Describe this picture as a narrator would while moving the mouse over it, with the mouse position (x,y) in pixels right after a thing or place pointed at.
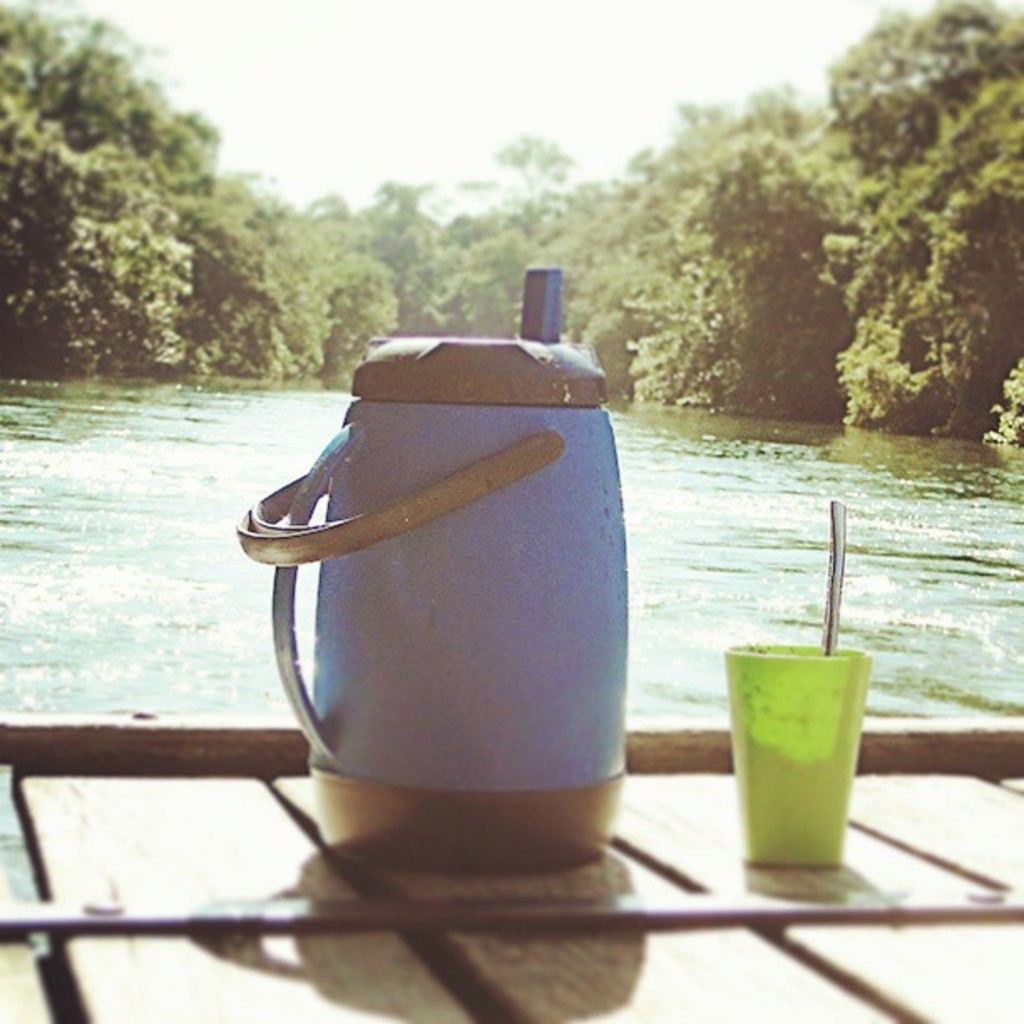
In this image, we can see a flask (520,634) and there is a spoon (830,609) in the cup (786,756) are placed on the table (552,938). In the background (387,236), there are trees (609,218) and there is water (752,585).
